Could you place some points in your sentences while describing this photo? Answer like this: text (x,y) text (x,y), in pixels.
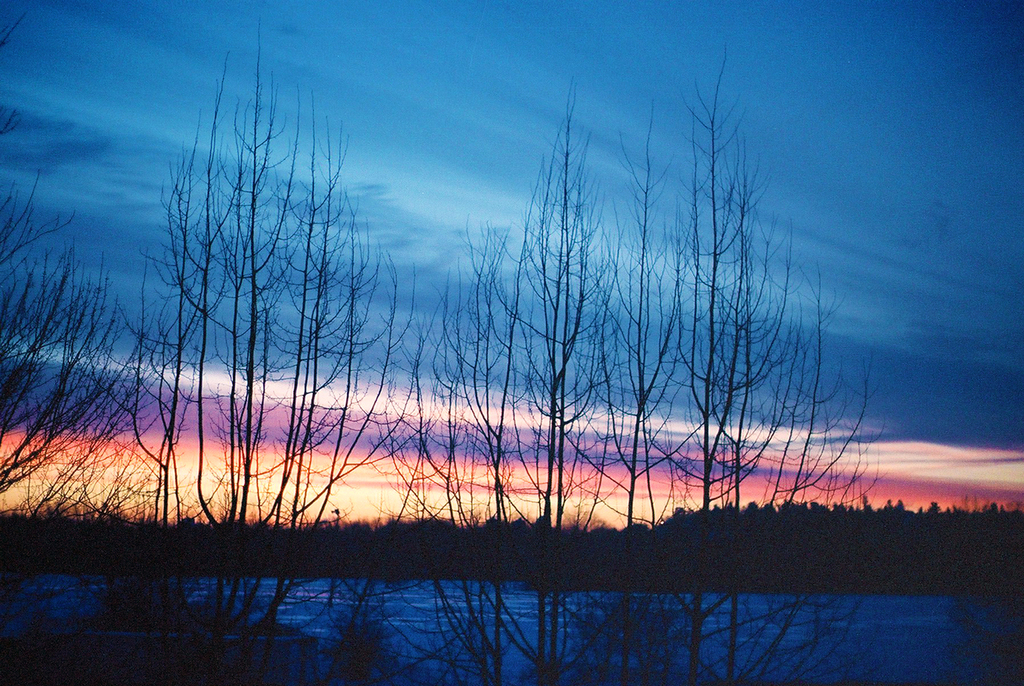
There are trees (176,559) and a surface of water (809,627) present at the bottom of this image (825,658). There is a cloudy sky (210,282) in the background (598,275).
